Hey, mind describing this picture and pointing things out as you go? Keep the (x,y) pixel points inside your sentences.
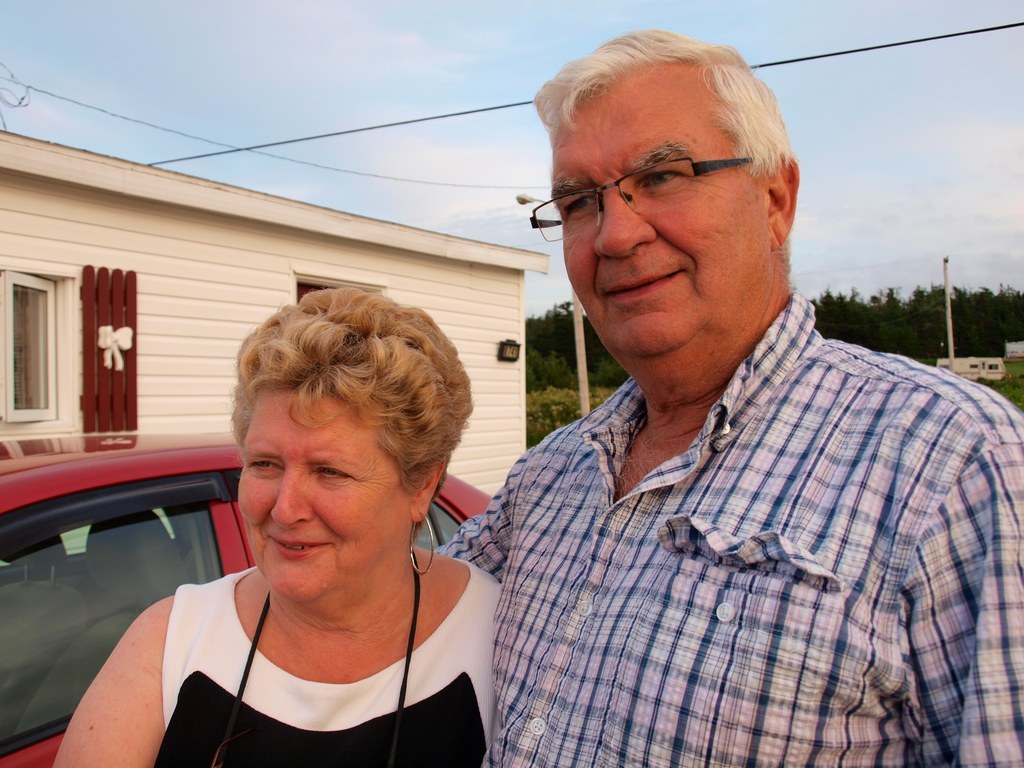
In this image there are two persons (519,630) standing in the bottom of this image (519,630). There is a car (72,590) on the left side of this image (128,520). There is a house (143,352) in the background (188,322) to this car (99,451). There are some trees (935,319) on the right side of this image (815,301). There is a sky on the top of this image (418,133).
